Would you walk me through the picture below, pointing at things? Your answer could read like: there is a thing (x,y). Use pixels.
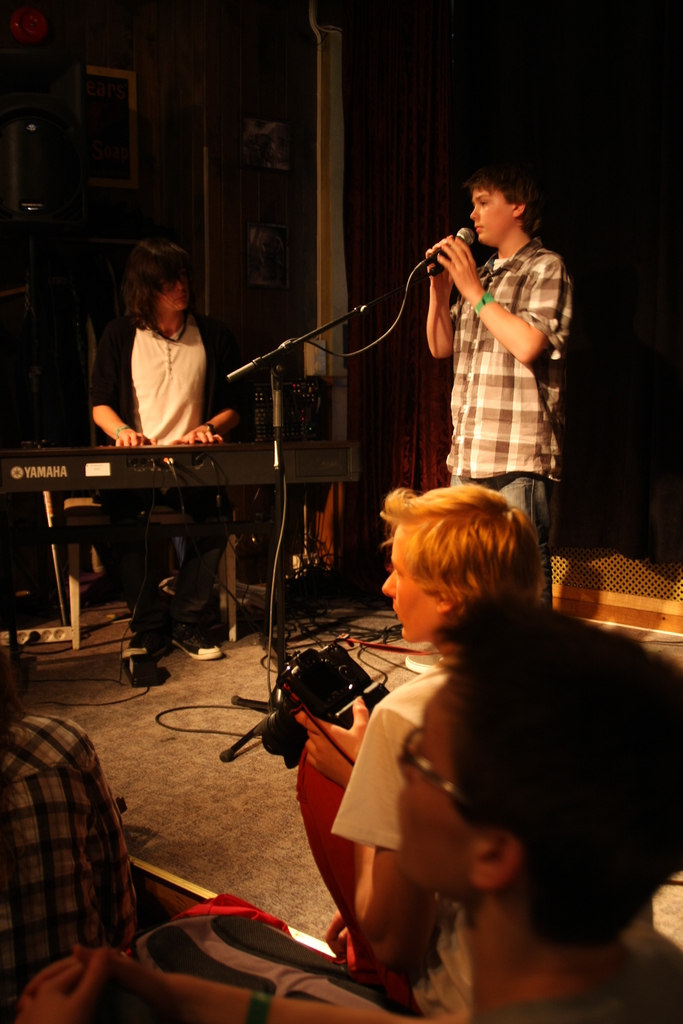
Bottom of the image (583,699) few people (483,576) are sitting and he is holding a camera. Top right side of the image (515,185) a man (554,298) is standing and holding a microphone (429,257). Top left side of the image (114,336) a person (175,255) is sitting on a chair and playing piano (189,449). Behind the person (176,293) there is a wall (157,150) on the wall (200,296) there are some frames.
